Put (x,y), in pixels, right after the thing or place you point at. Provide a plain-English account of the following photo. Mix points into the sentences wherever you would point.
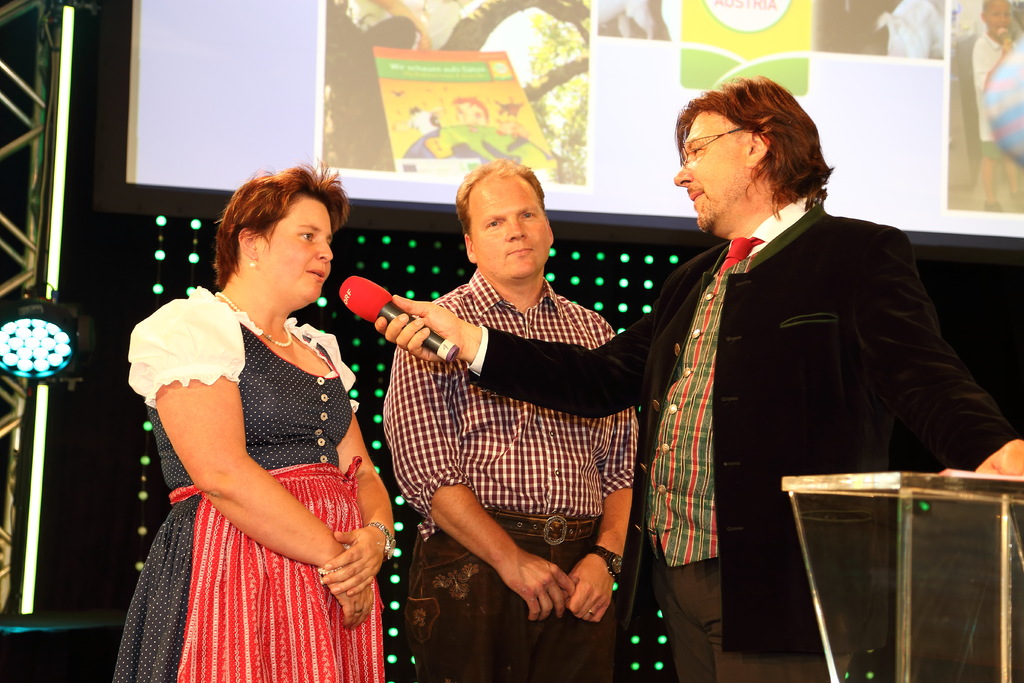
In the picture there are two men (407,388) and a woman (224,335) standing, one man (491,350) is holding a microphone (420,322), there is a podium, behind them there may be lights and there is a screen (473,133).
